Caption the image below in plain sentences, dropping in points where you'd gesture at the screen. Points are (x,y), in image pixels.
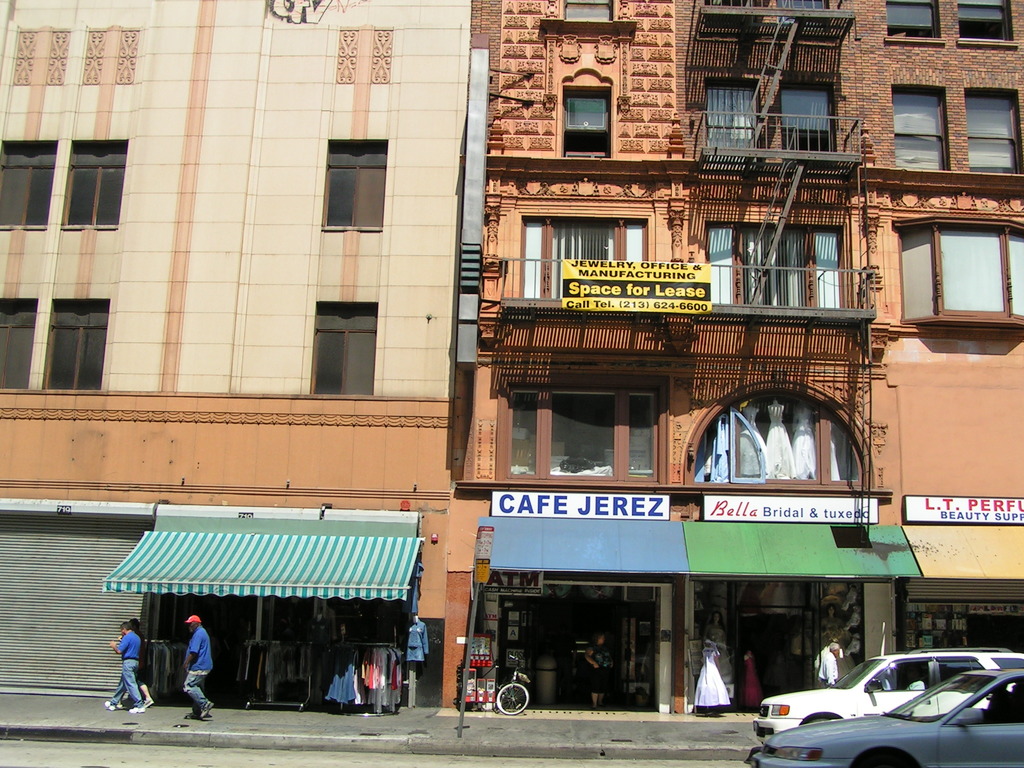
In this image on the left (145,688), there are three people (131,680) walking. On the right (948,666), there are cars (924,686), people (824,670) and road (514,756). In the middle (617,388) there are buildings (687,387), tents (555,552), posters (614,494), cycle (519,679), clothes (264,654), windows (602,454), glasses (579,415) and wall (961,468).
